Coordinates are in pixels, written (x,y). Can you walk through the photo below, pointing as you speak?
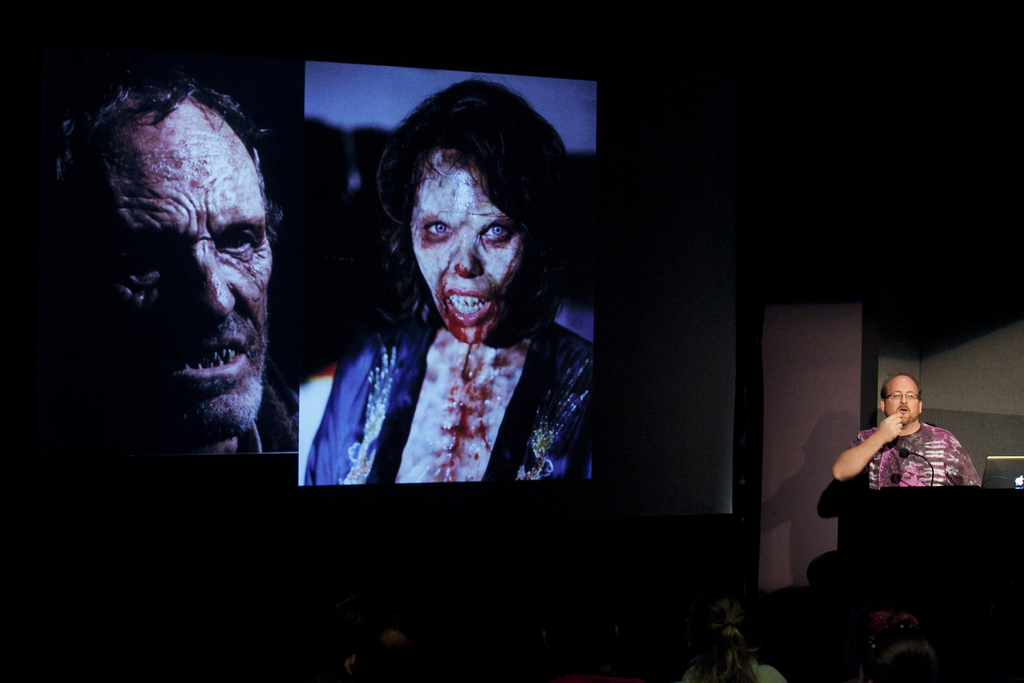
In this image I can see few people (369,638) and the person (915,486) is standing in front of the podium (987,569). I can also see the laptop (988,482) and the mic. I can see two persons images (373,286) on the screen (456,278). The image is dark.
